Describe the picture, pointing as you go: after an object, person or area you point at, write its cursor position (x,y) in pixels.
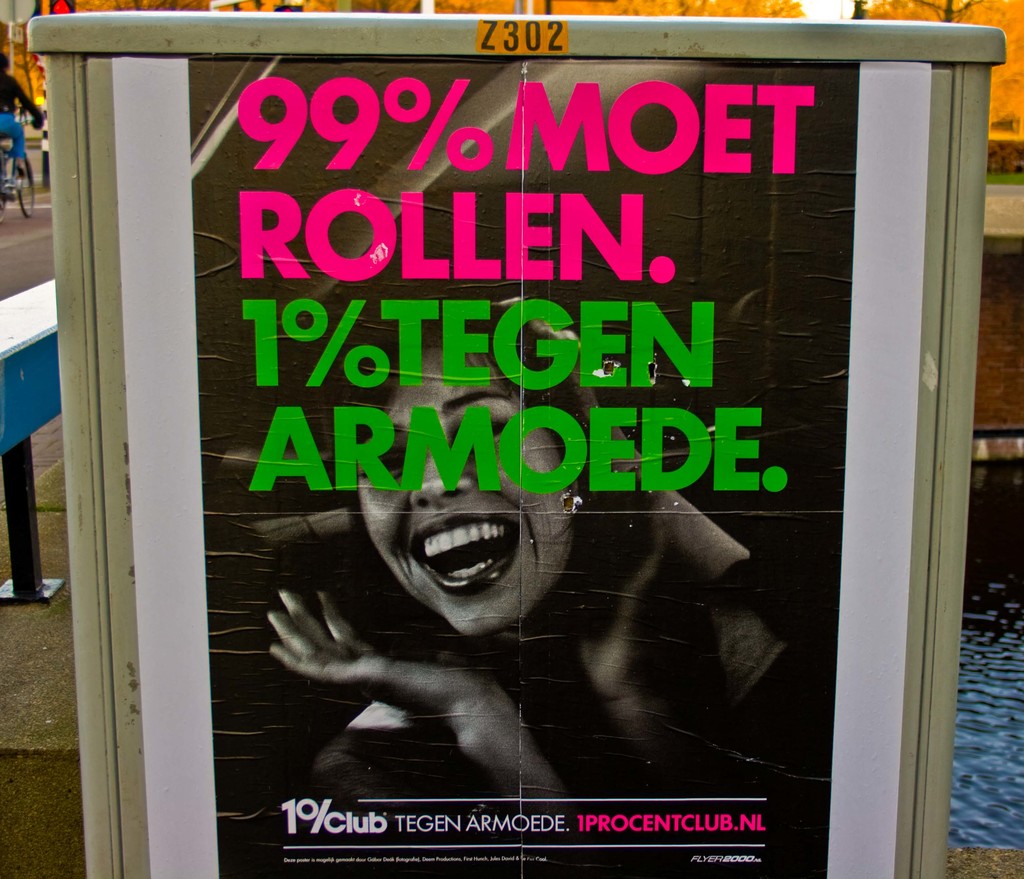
In the center of the image (477,451) we can see a poster (525,464) pasted on the board (498,246). On the left (18,140) there is a person (9,123) riding a bicycle (35,181). On the right (992,792) there is water (1004,710).
